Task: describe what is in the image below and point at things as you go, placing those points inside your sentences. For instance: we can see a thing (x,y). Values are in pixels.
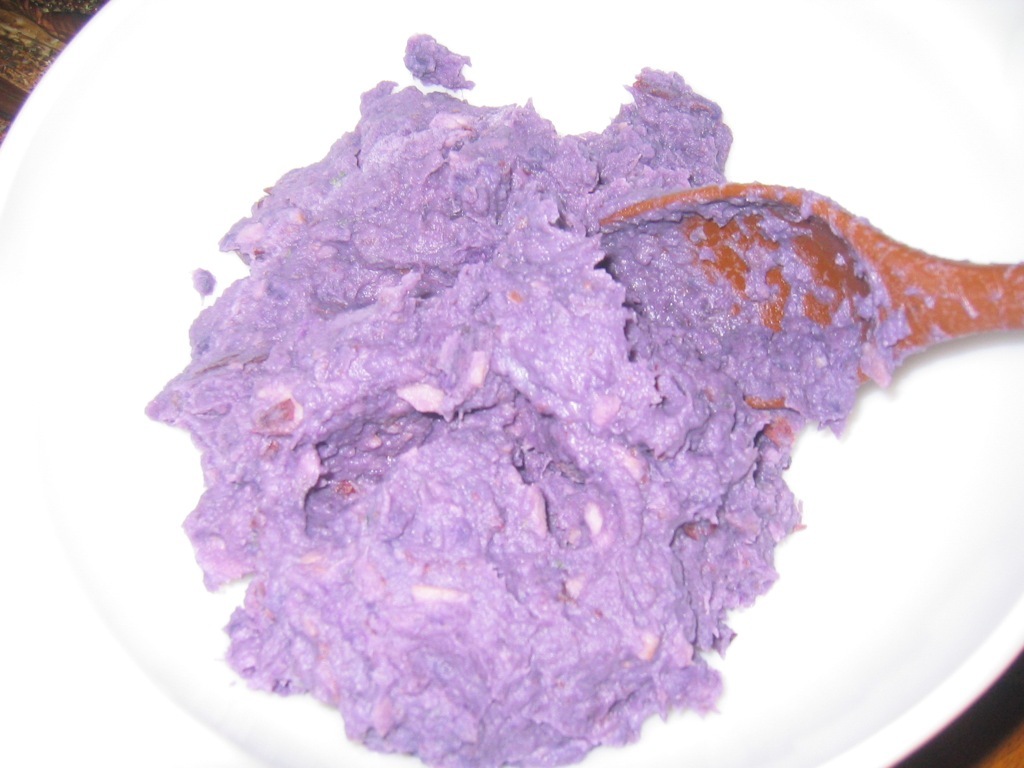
In this picture there is a bowl (240,268) in the center of the image (456,304), which contains purple mash (555,139) and a spoon (773,189) in it.
